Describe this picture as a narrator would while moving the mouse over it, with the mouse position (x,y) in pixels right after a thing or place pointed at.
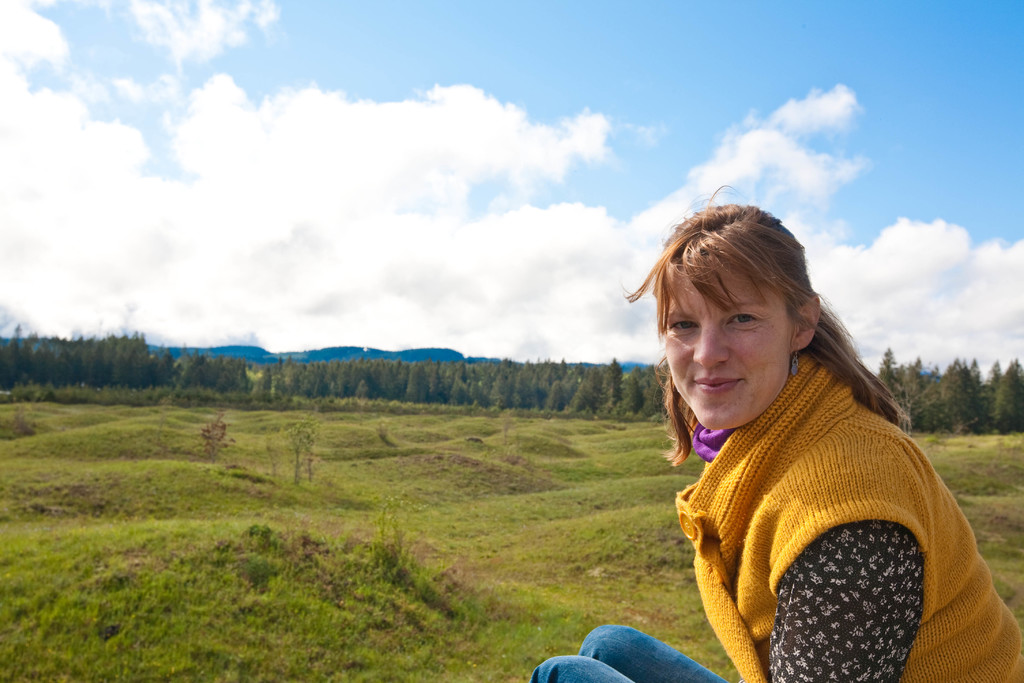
In this image, we can see a lady (661,657). We can see the ground (333,588) covered with grass (367,560). There are a few trees (316,369). We can see the sky (488,236) with clouds (299,315).
